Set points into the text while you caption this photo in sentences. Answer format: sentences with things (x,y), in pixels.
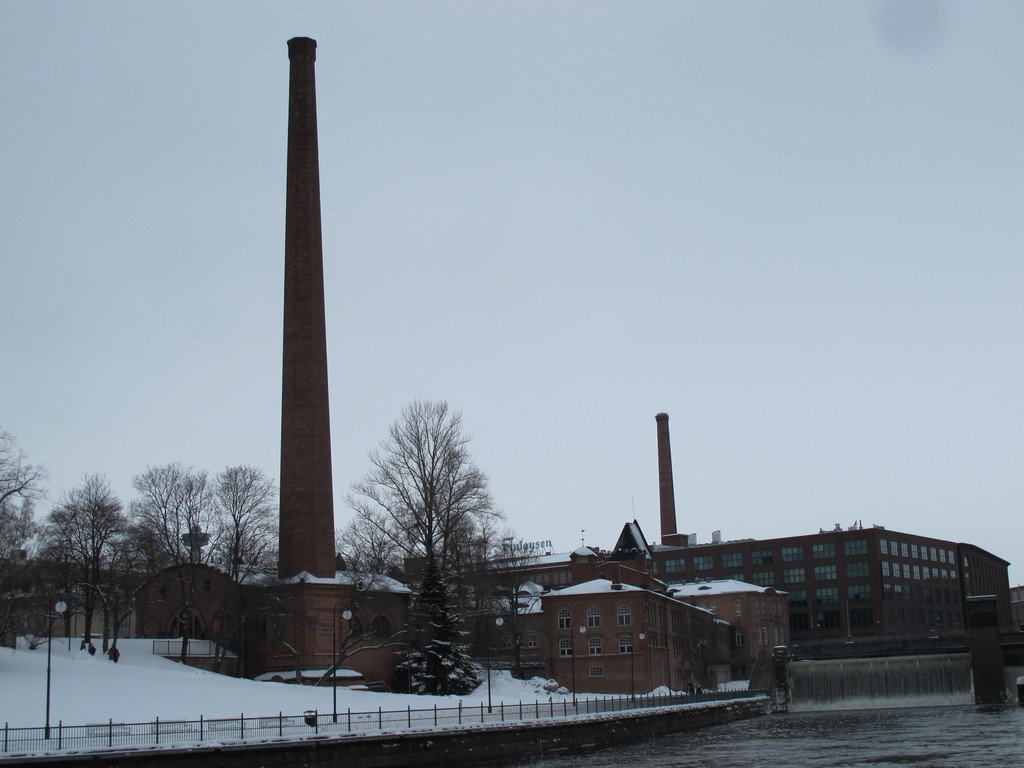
In this picture we can see the fence (466,719), water (764,728) and buildings (731,646). On the left side of the buildings (400,590) there are trees (27,566), a tower (323,540), snow (78,696) and poles (334,648) with lights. Behind the buildings (590,556) there is the sky (585,300).
